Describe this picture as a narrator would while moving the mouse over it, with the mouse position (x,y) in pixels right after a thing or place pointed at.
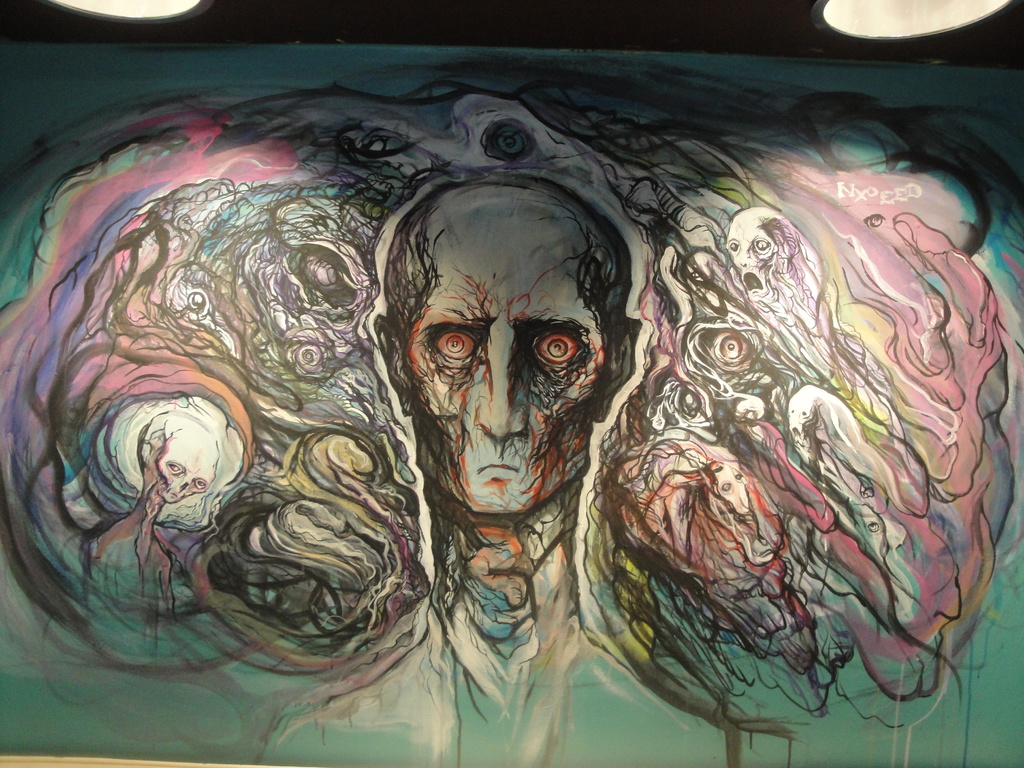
This picture consists of a painting (506,236) of a person (555,244).
